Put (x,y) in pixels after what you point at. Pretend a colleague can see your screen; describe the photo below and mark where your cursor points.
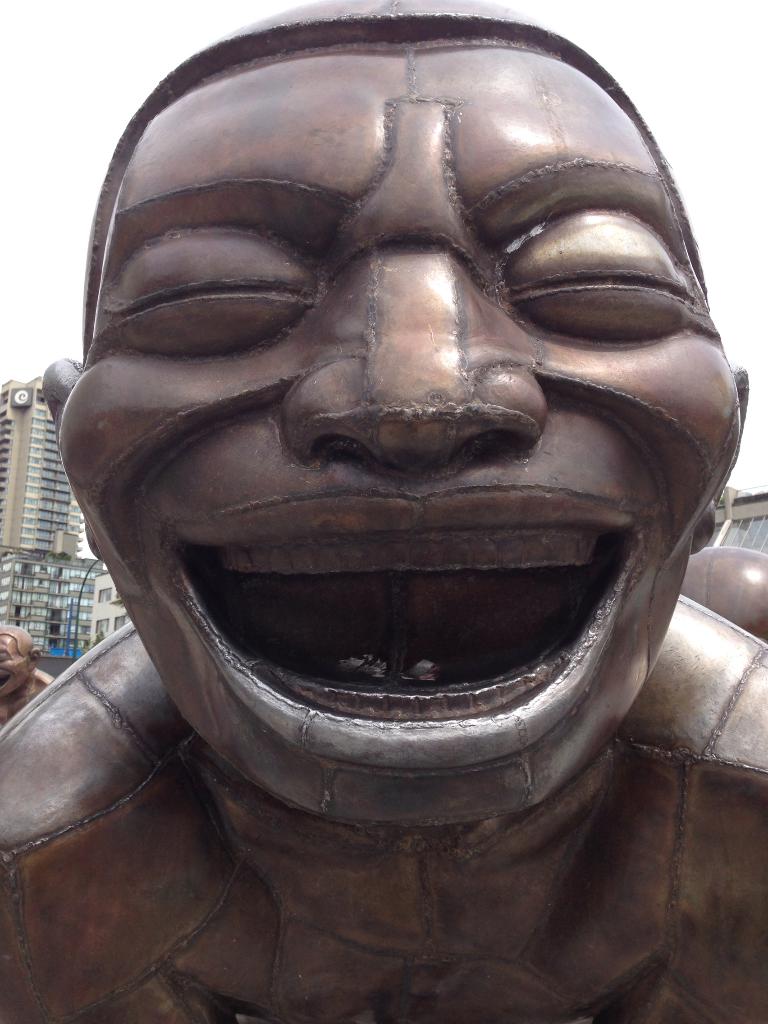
Here I can see a statue (212,631) of a person (177,308). In the background (41,584) there are few buildings (61,544). At the top of the image (129,88) I can see the sky (79,114).
